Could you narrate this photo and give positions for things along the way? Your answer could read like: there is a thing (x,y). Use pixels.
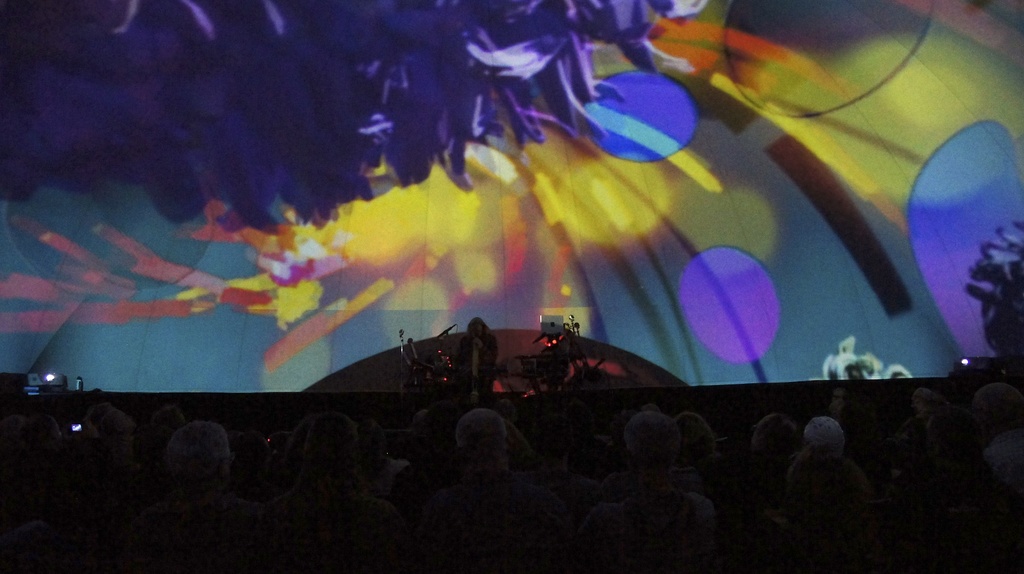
This image consists of a stage (143,401). On that there is a person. There are some musical instruments (536,376). There are some persons (241,532) standing at the bottom (260,535).
